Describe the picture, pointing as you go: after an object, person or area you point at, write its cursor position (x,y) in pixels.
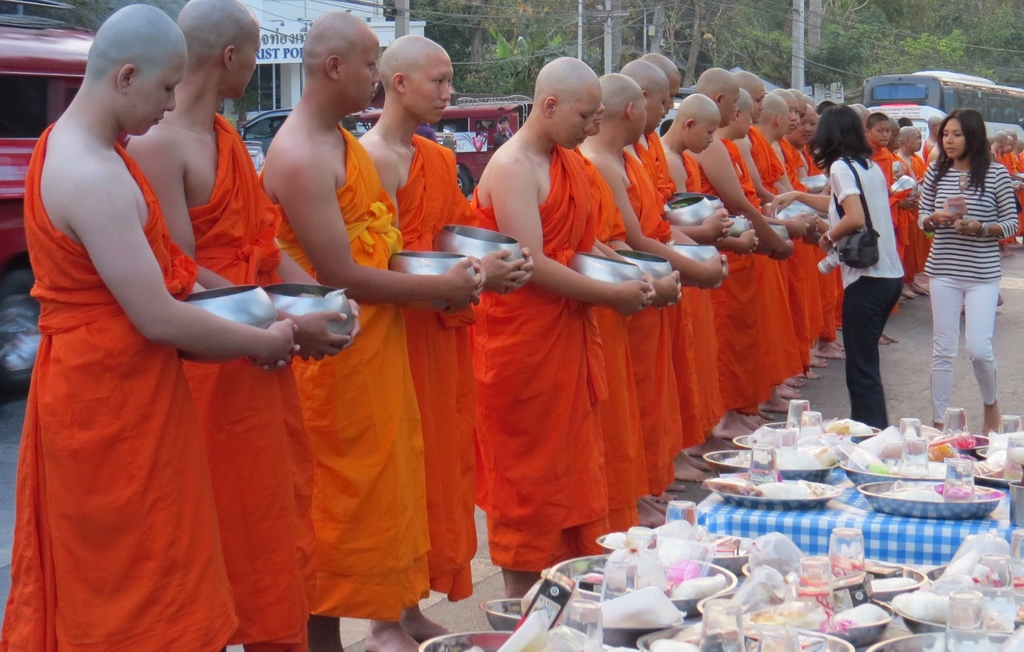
In this image in front (157,367) there are people (625,233) standing on the road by holding the bowls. In front of them there are tables (823,529) and on top of the tables (827,523) there are few objects (839,556). In the background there are vehicles (357,119) on the road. There are trees (555,34), current poles (659,18) and buildings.
